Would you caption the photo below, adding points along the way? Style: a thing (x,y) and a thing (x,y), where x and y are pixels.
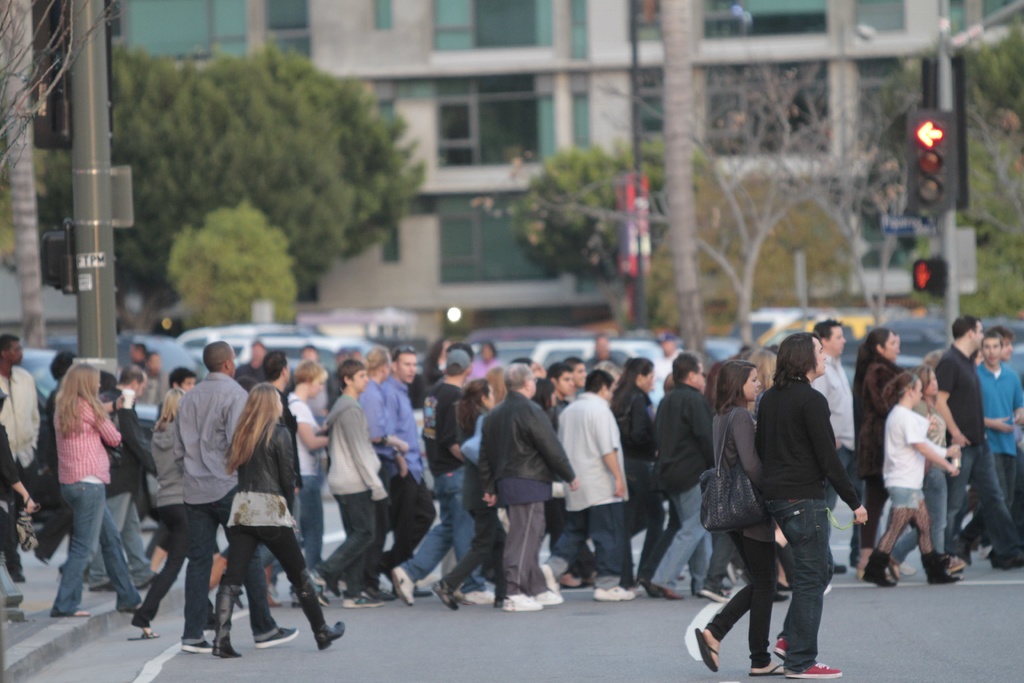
In this image we can see a group of people (516,449) are crossing the road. There are many vehicles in the image. There are few buildings (373,307) in the image. There are traffic signals (922,183) in the image. There are many trees (161,216) in the image.
